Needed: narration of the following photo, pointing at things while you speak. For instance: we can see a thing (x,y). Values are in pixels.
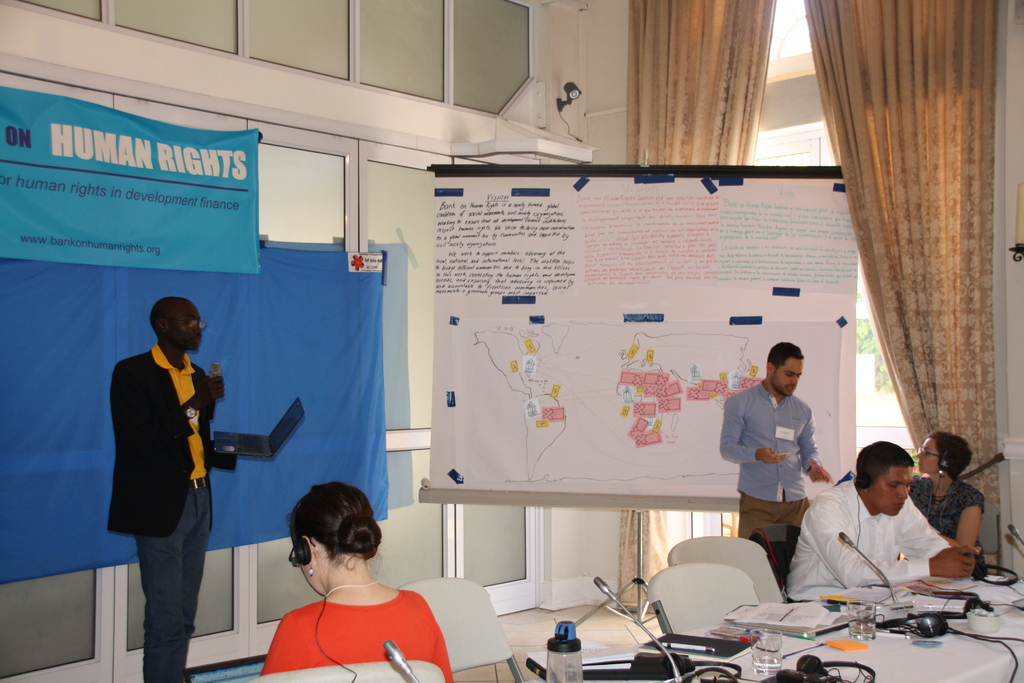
This picture is clicked inside. On the right (948,642) there is a white color table (960,637) on the top of which glasses (767,662), papers (825,612), microphones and many other items (678,654) are placed and we can see the chairs (687,607) are placed on the ground (598,637) and we can see the group of persons (819,576) sitting on the chairs (450,630). On the right (786,411) there is a person (761,448) wearing blue color shirt (776,436) and standing on the ground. On the left (168,412) there is a person (158,430) wearing suit (176,454), holding a laptop (245,450) and standing on the ground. In the background (419,473) we can see the wall mounted camera (565,91) and we can see the windows (266,164), curtains (718,139) and banners (557,296) on which we can see the text (533,270) and some pictures (692,370).
